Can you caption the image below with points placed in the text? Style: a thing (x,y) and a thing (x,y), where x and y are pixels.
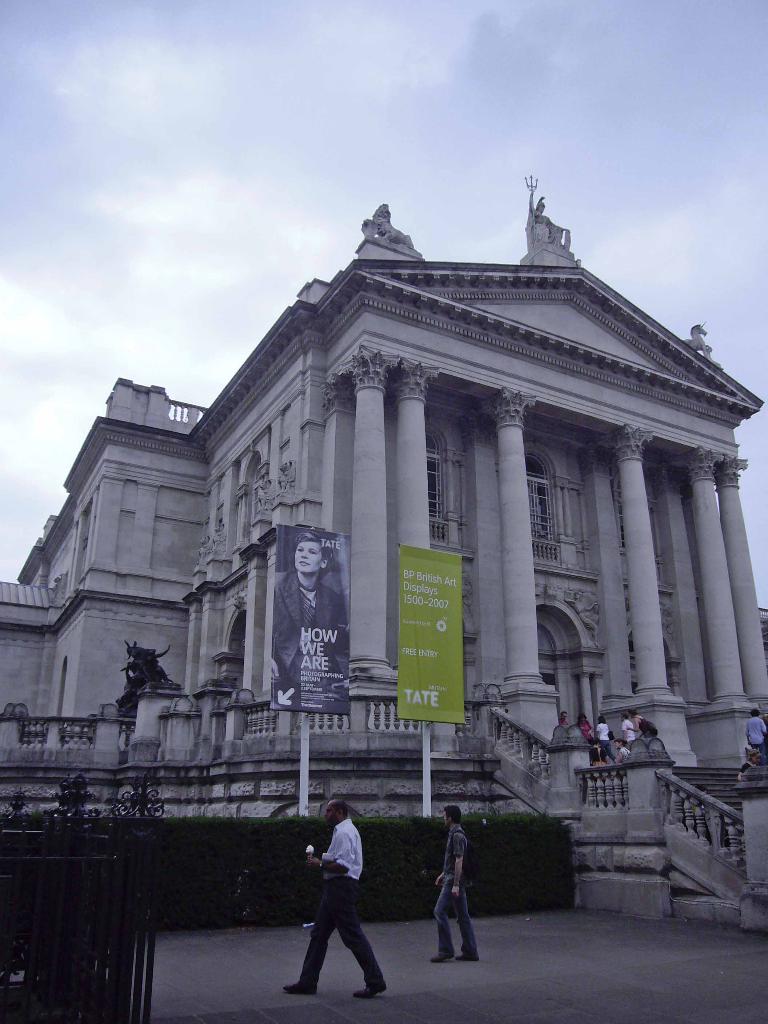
The picture consists of a building (102,424). In the foreground of the picture (217,718) there are plants (208,840), banners (327,682), railing (13,889), people (452,864) and staircase (695,856). Sky (167,95) is cloudy. At the top (366,222) there are sculptures (530,231) on the building (419,309).
